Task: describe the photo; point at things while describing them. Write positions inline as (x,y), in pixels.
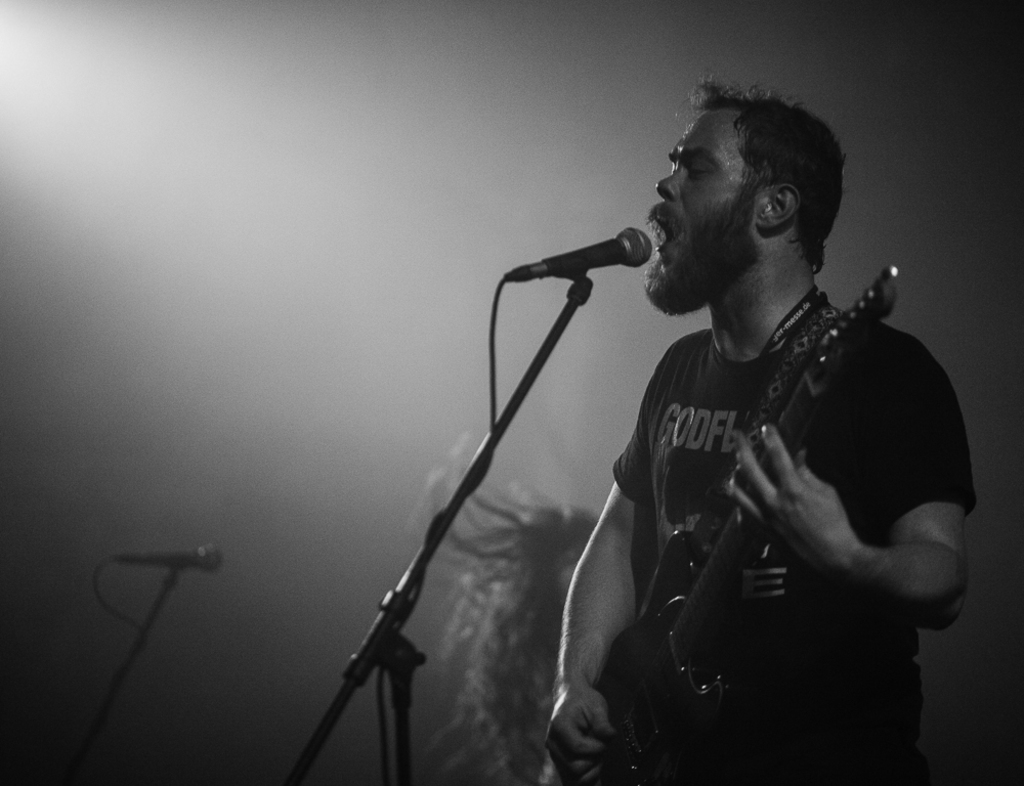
In this image a man (721,377) is playing guitar (674,674) along with singing song. In front of him there is a mic (562,255). Beside him there is another person (521,568). There is another mic (169,583) on the left bottom corner (134,651).
